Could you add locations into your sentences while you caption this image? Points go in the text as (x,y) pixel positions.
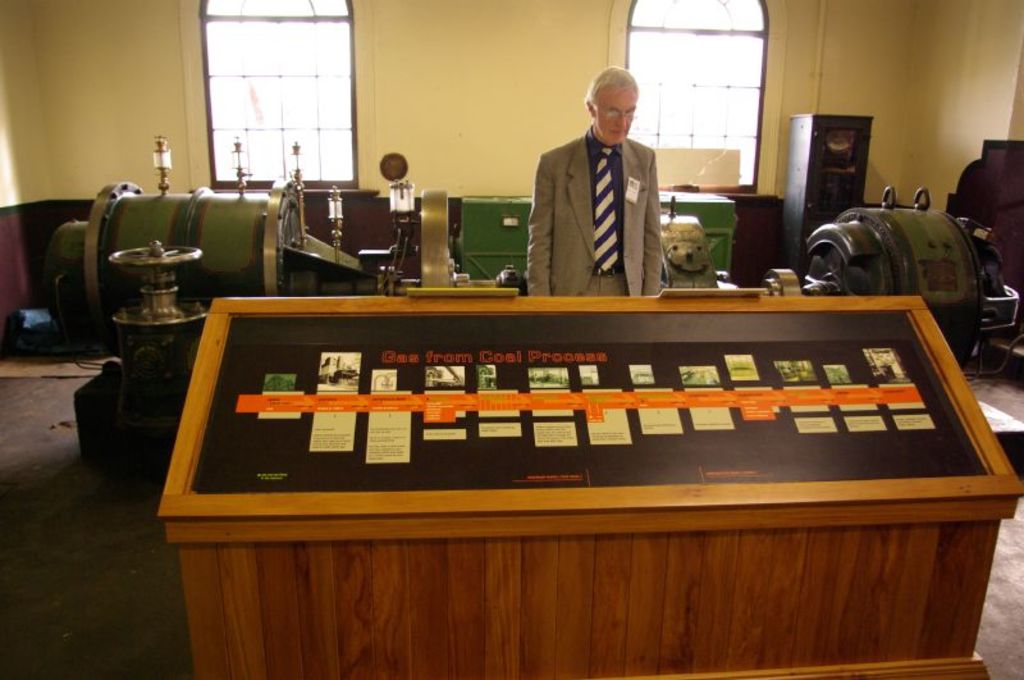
In this picture there is a person (607,231) wearing suit (576,219) is standing and there is a wooden object (603,354) in front of him which has few images (582,379) on it and there is a machine (508,213) behind him and there are two windows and some other objects (811,203) in the background (686,66).
